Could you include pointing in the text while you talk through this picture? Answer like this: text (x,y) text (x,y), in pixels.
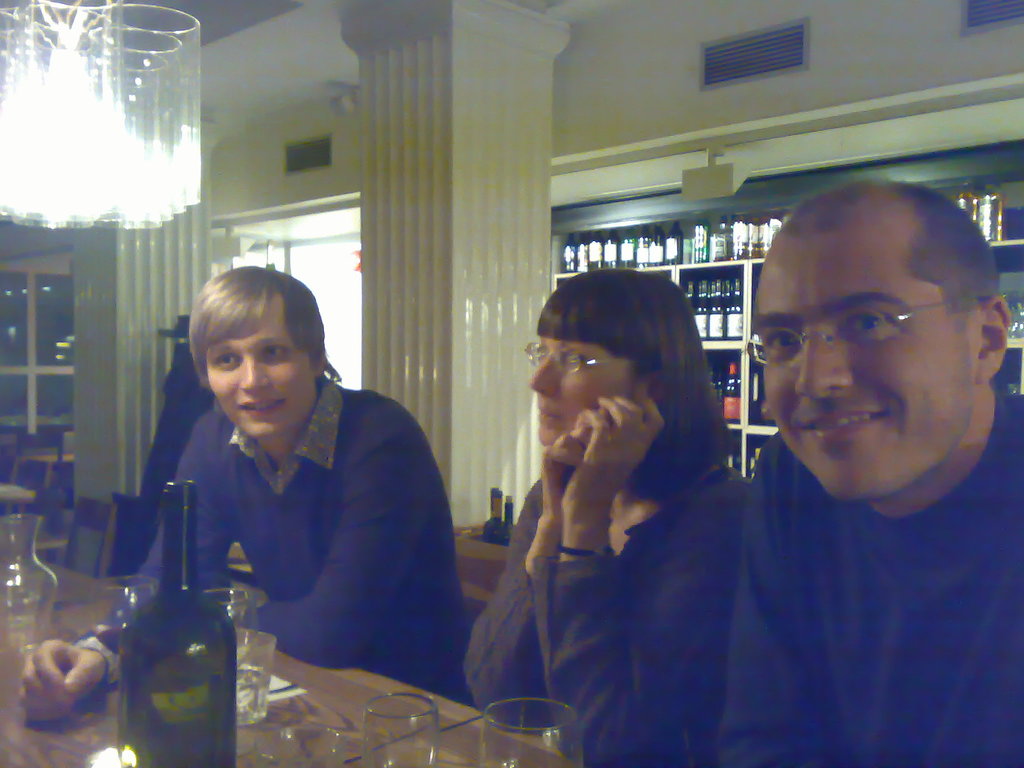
There are three people (533,606) sitting. This is the table (301,715) with wine bottle (159,656), glass jar (45,626), and tumblers (515,745). At background (653,249) I can see wine bottles (703,260) placed in the rack (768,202). This is the pillar (458,267). This is the ceiling light (105,104) hanging. At background (80,551) I can see few empty chairs (92,539) and table (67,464).
